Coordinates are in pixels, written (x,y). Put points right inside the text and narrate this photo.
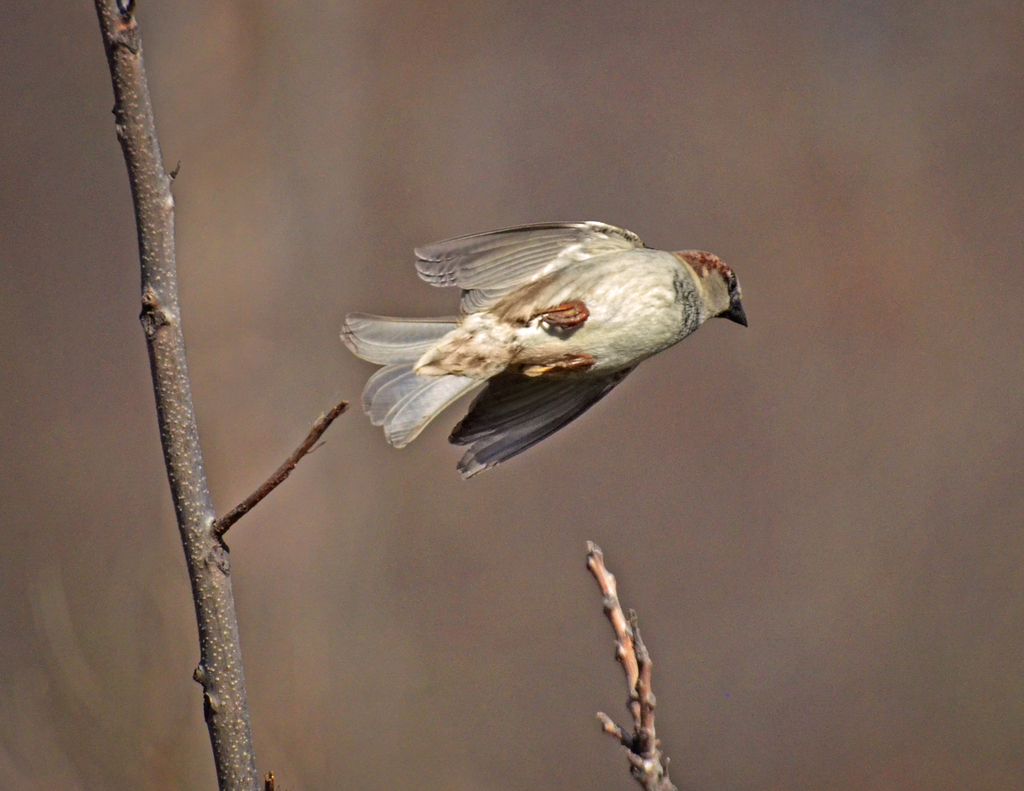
In this picture we can see a bird (447,253) flying in the air (356,401). We can see the wooden sticks (211,556). Background (720,683) is blurry.
